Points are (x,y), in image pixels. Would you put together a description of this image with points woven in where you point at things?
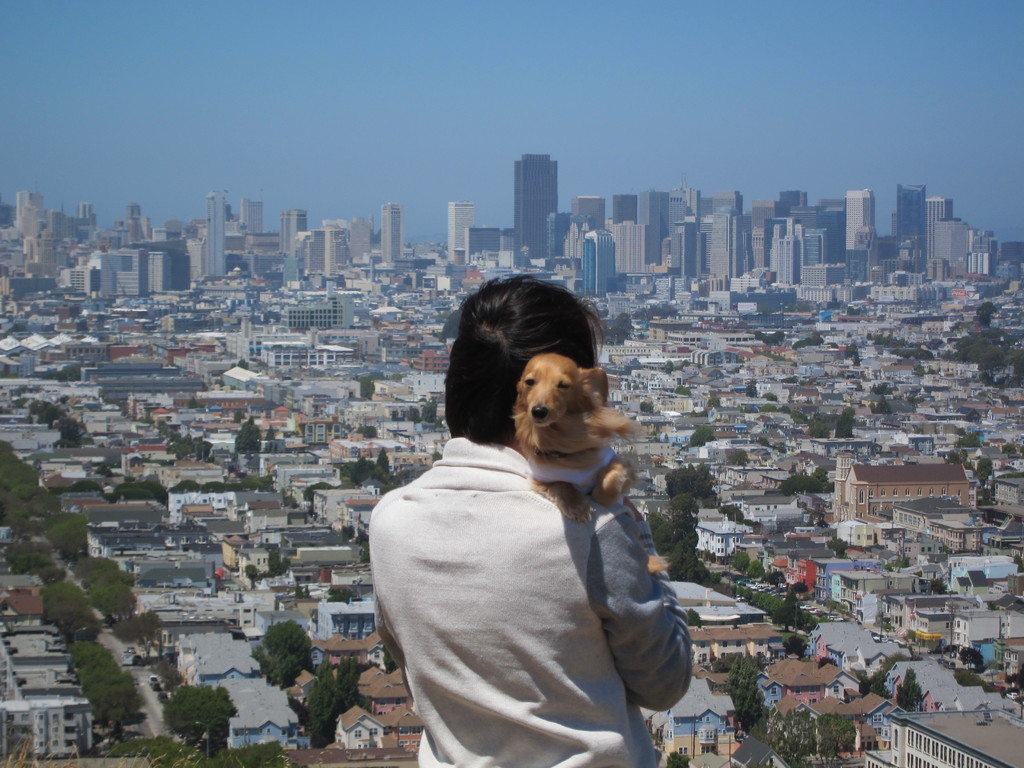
In this picture I can see a person (529,521) is holding a dog (563,472). The person (504,560) is wearing white color clothes (509,613). In the background (189,418) I can see buildings (220,479), trees (123,596) and the sky (281,98).
